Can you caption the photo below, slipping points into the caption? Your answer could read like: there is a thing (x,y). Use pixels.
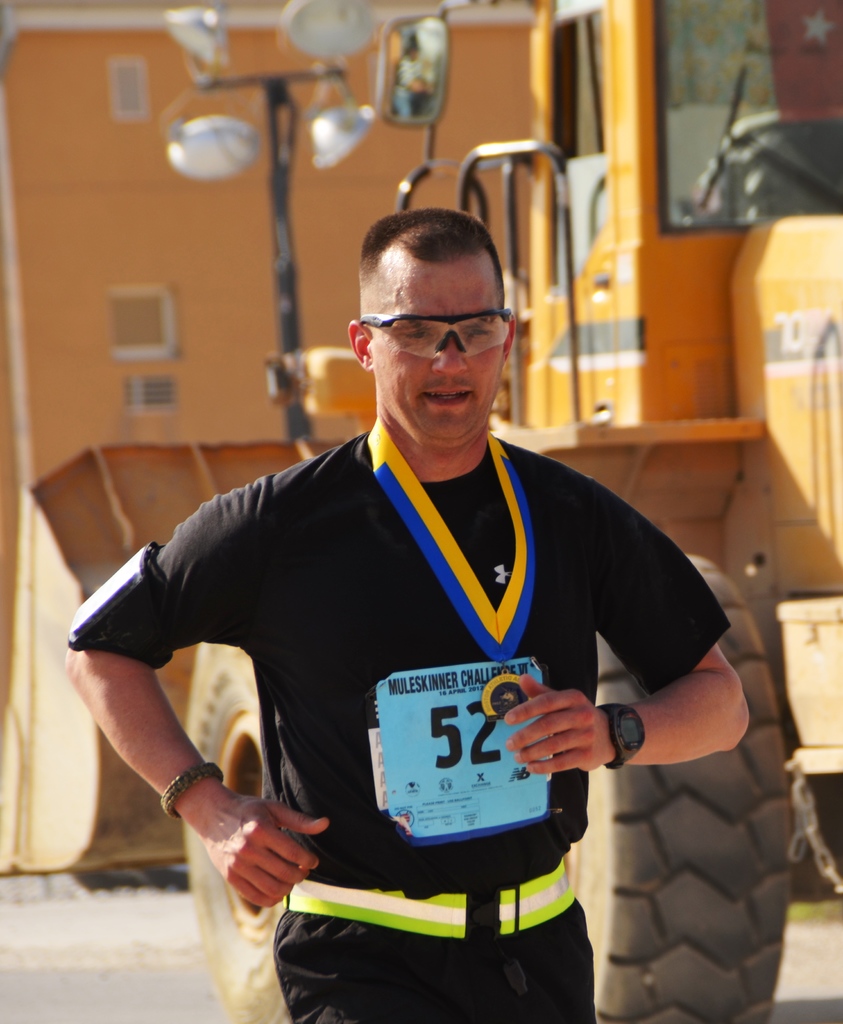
In this image, we can see a person (549,553) in black dress (483,853) is wearing goggles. On his shirt (368,810) we can see some sticker (431,809). In the background (575,882) we can see vehicle (565,447) on the road (129,972). Here there is a house (260,313) and pole (287,277) with lights (237,128).
